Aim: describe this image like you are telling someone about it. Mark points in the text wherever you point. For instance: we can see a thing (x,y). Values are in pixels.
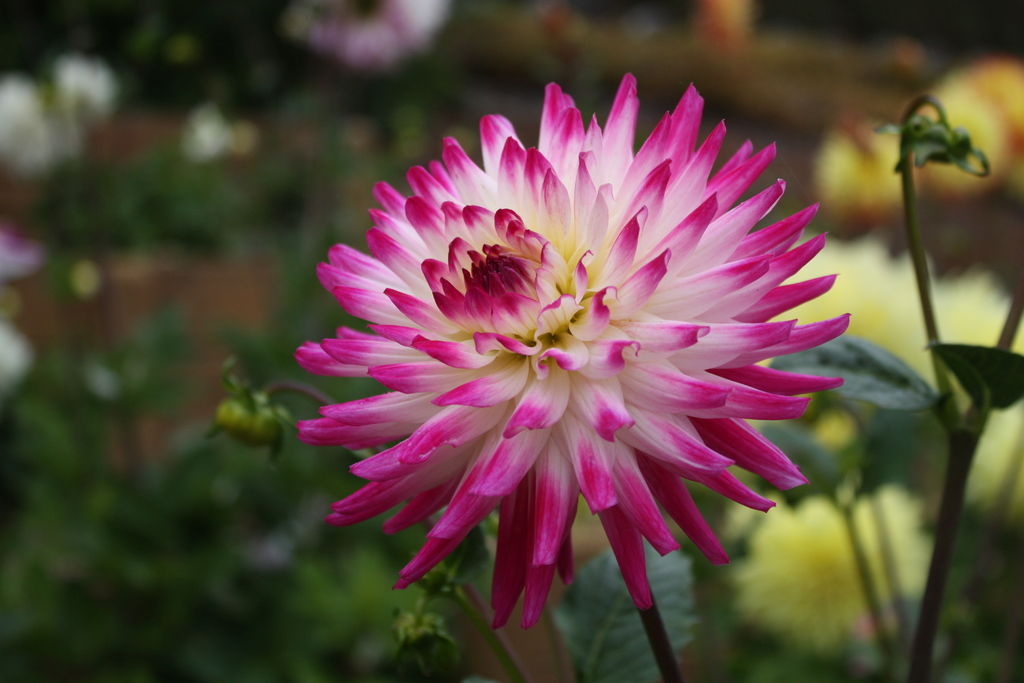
In this image I can see a flower (553,384) which is in white and pink color. Background (291,463) there are few plants (835,447) having few flowers (860,511), buds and leaves (907,457) to it.
